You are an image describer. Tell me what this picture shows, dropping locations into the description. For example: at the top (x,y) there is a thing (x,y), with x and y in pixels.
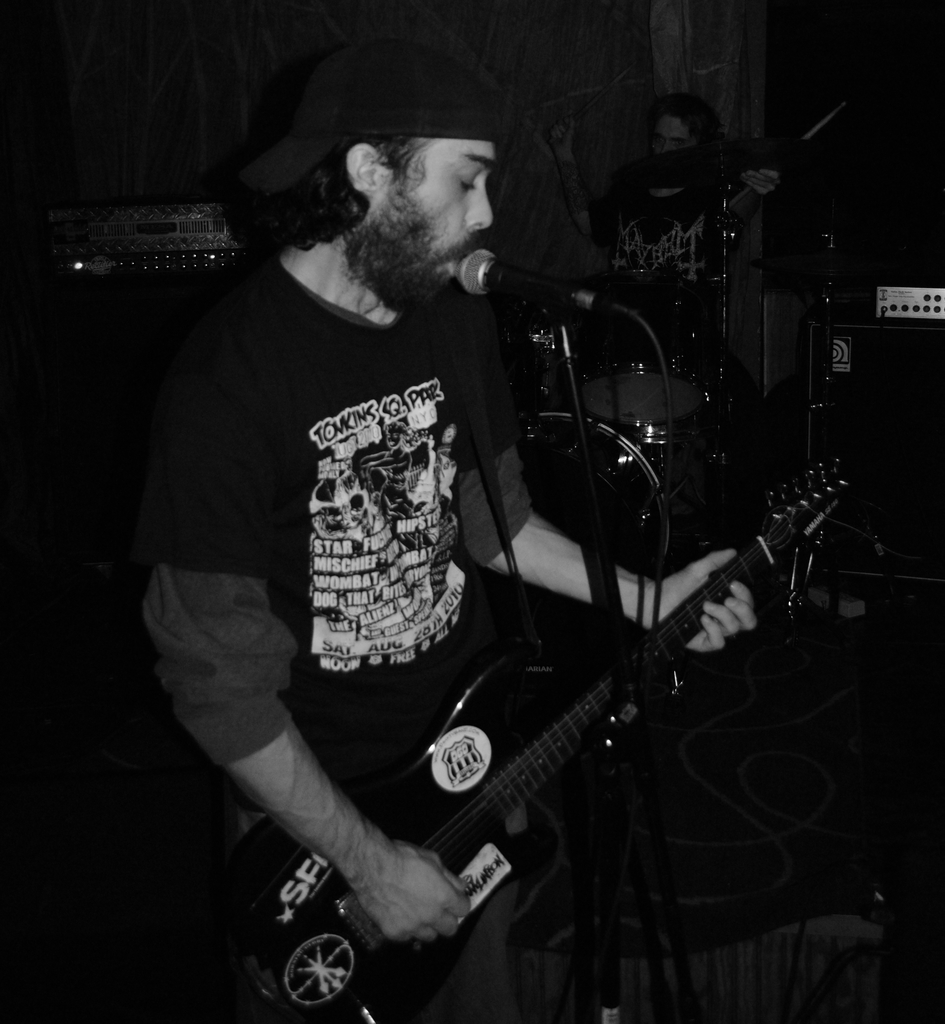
Here we can see a man (245,763) playing a guitar (541,733) and singing a song with a microphone (512,295) in front of him and beside him we can see a person (693,215) playing drums (619,317).
